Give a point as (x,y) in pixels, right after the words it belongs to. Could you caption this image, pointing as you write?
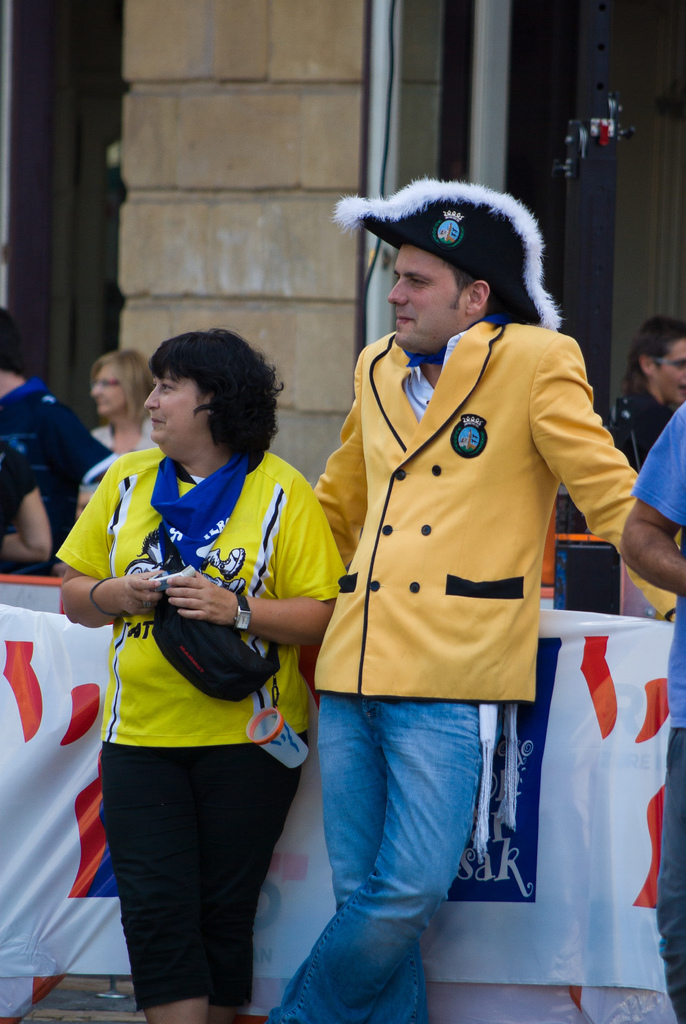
In the middle of the image (406,444) few people (637,551) are standing and watching. Behind them there is banner (627,989). Behind the banner (65,923) few people (0,364) are standing. At the top of the image (199,204) there is wall (124,344).
